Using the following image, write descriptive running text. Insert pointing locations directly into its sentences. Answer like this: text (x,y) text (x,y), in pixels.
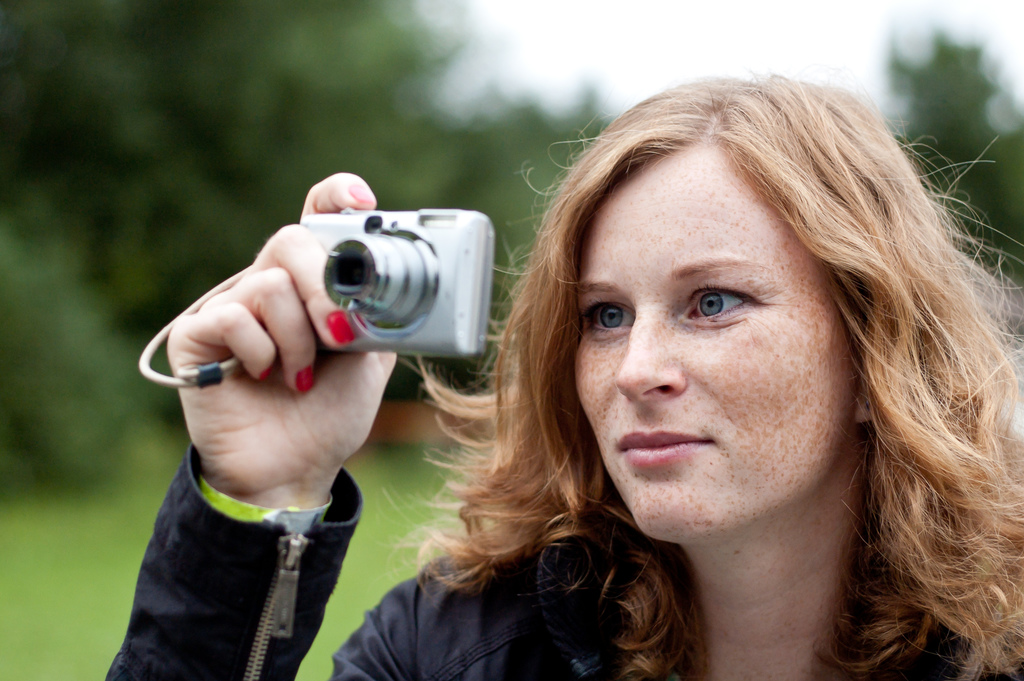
In this image I can see a woman (520,313) holding a camera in her hand (341,337). In the background (93,133) I can see number of trees (388,76).
